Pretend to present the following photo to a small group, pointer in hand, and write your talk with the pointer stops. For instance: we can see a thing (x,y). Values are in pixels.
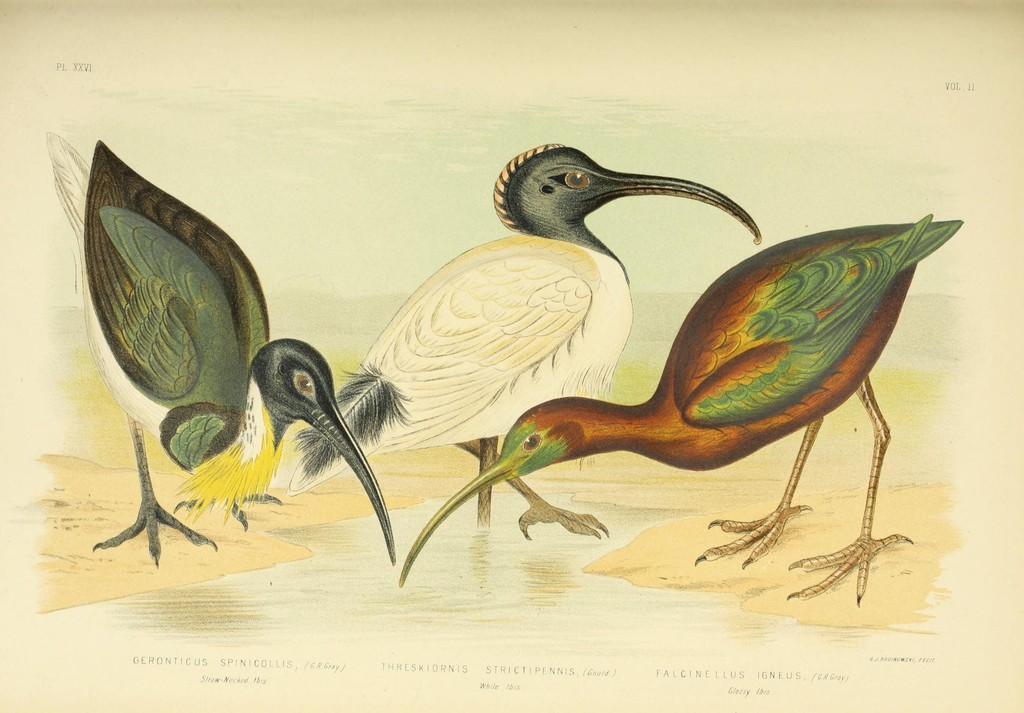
This is a painting, in this painting we can see birds (204,539), water (476,590).
